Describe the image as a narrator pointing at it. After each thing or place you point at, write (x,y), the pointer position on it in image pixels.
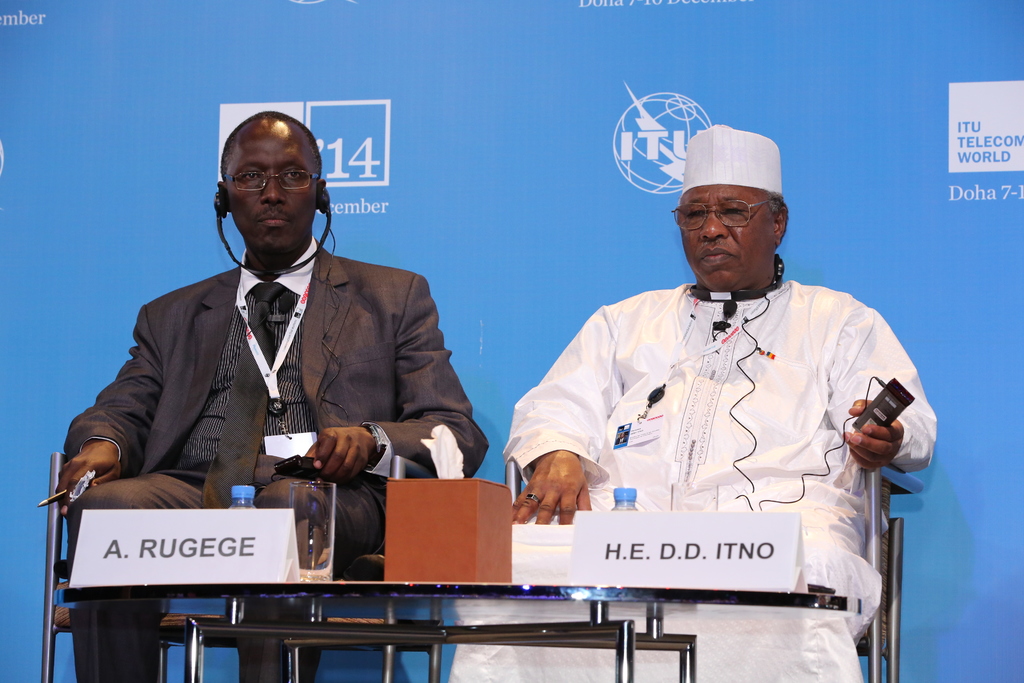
In this image we can see two people (336,535) sitting on the chairs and holding objects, in front of them, we can see a table (204,595), on the table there are bottles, name boards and other objects (445,520), in the background (384,150) we can see some text (368,144).
